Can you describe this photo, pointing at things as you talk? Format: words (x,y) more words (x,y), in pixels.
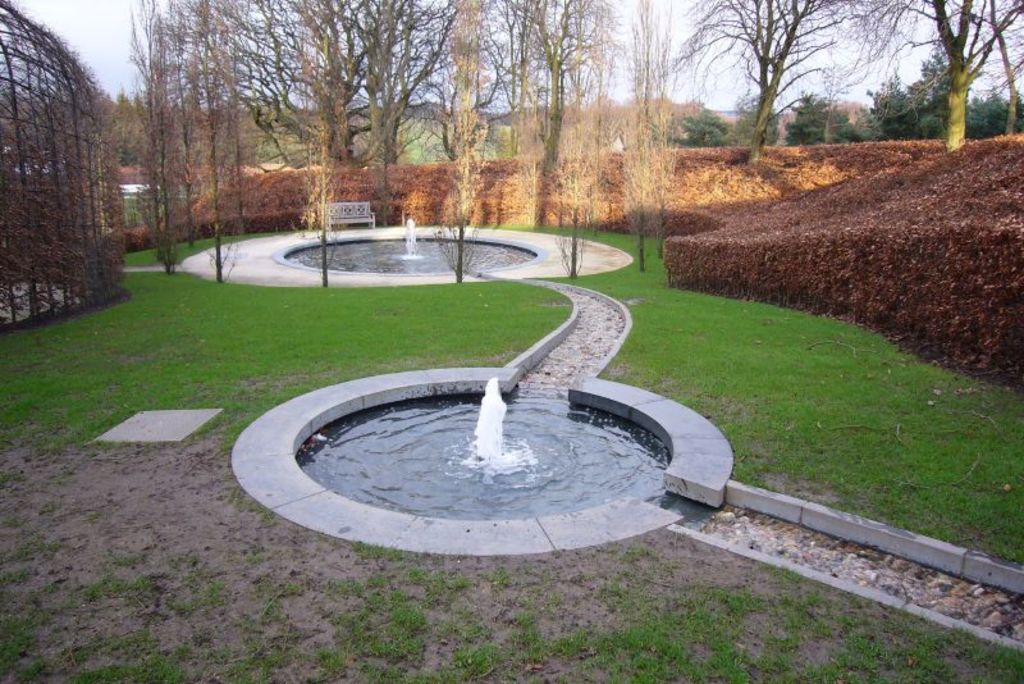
This picture consists of a fountain (297,264), around the fountain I can see trees (660,212) and, on the right side (839,182) I can see bushes (735,169) and trees (911,130), on the left side (84,184) I can see fence (21,138) and, at the top (113,54) I can see the sky (100,60).
